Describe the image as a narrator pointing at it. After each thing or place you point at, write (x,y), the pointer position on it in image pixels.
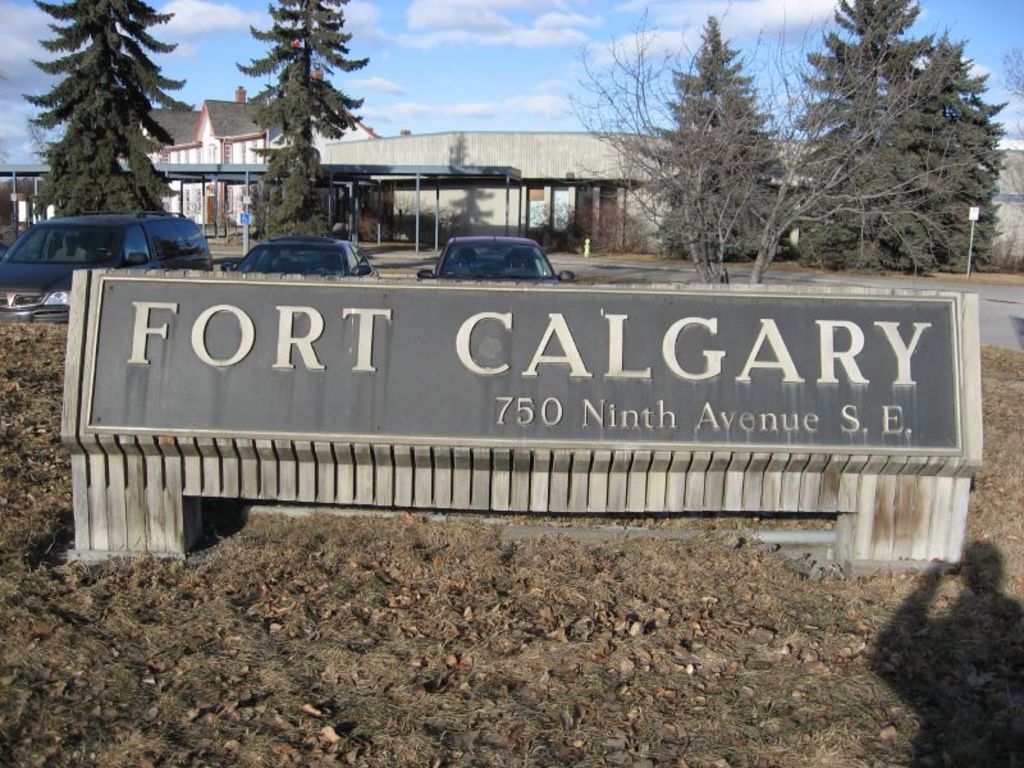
In this image in the foreground (167,286) there is a board (88,277), on which there is text (252,317) and numbers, behind the board (150,313) there are few vehicles (489,253), in the middle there are trees (847,168) visible behind vehicle (51,288), at the top (6,100) there is the sky (768,8), there is a signboard (973,213) visible on the right side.
